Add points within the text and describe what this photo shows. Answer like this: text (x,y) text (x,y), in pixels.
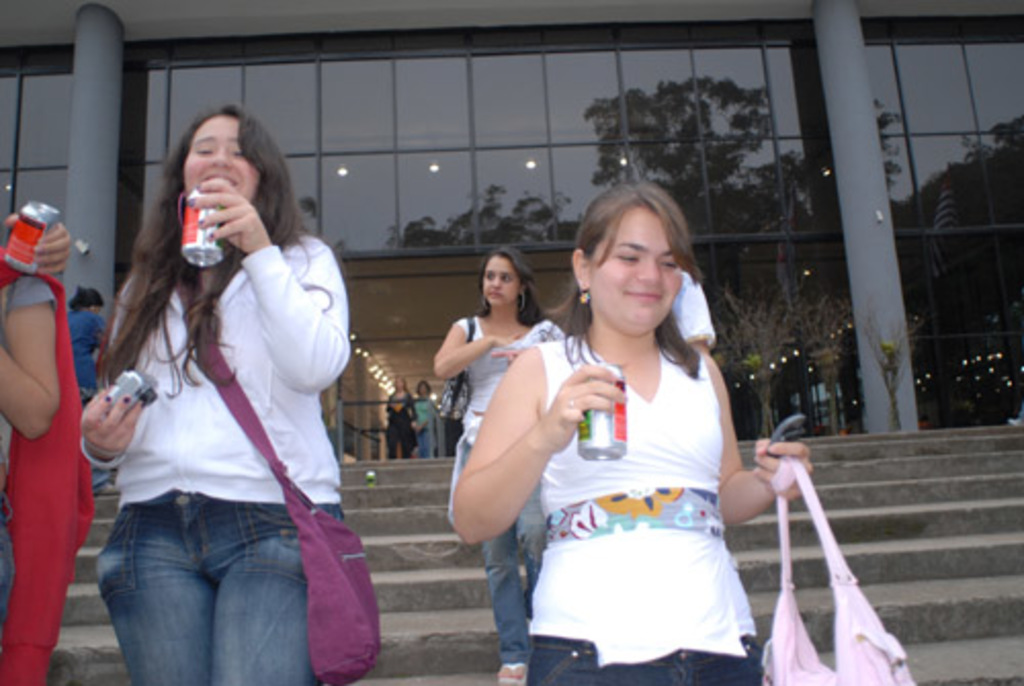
In this picture there are group of people (566,511) holding the tins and walking. At the back (986,364) there are group of people (466,451) walking and there is a building (458,271) and there are plants (740,320) and there are lights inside in the building (413,389). There is a reflection (752,230) of a tree (759,195) and sky (542,175) on the building (613,89).
